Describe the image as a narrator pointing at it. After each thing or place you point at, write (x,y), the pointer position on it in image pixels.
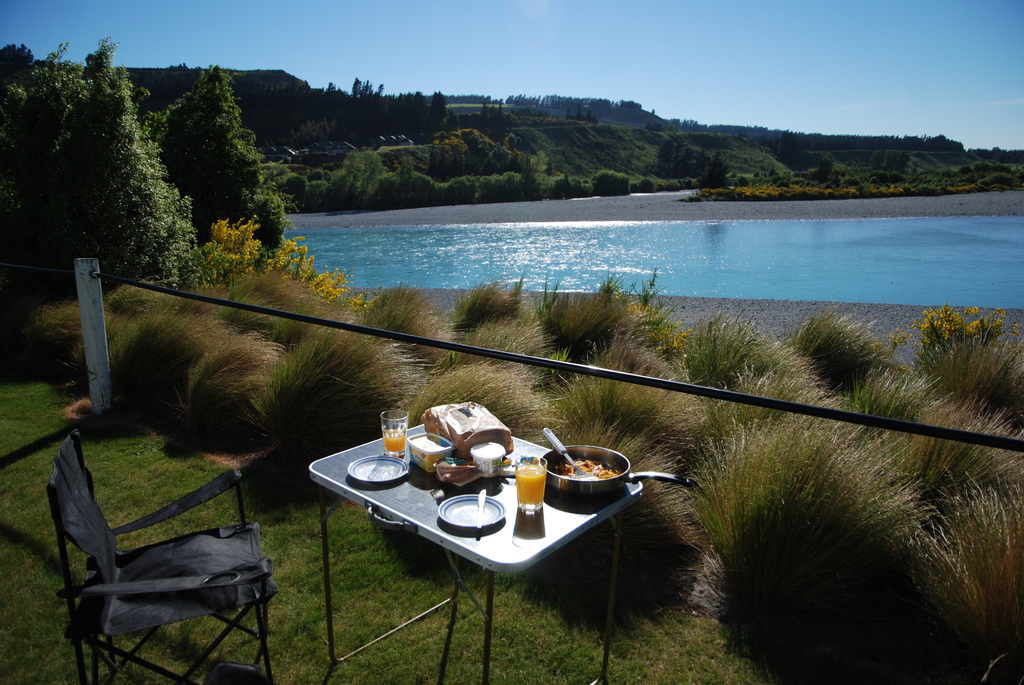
In this picture we can see a chair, table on the ground (659,655), here we can see food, plates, bowls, glasses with drinks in it and some objects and in the background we can see trees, water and the sky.
